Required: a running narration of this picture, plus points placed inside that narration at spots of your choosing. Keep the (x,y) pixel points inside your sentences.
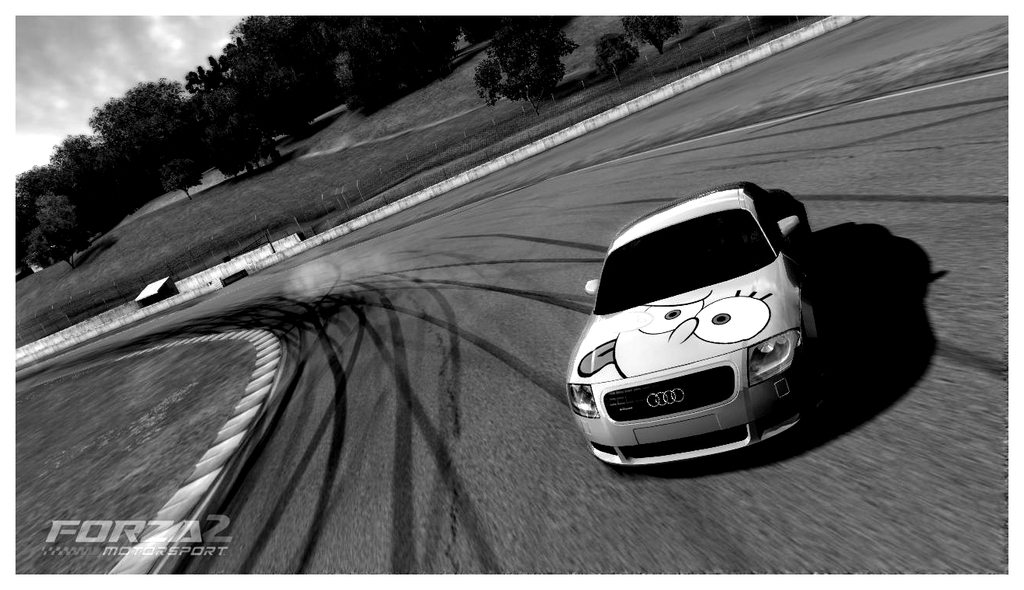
As we can see in the image there is a road (432,334), white color car (803,263), grass (217,250), trees (332,51), sky (73,62) and clouds (78,53). The image is little dark.
